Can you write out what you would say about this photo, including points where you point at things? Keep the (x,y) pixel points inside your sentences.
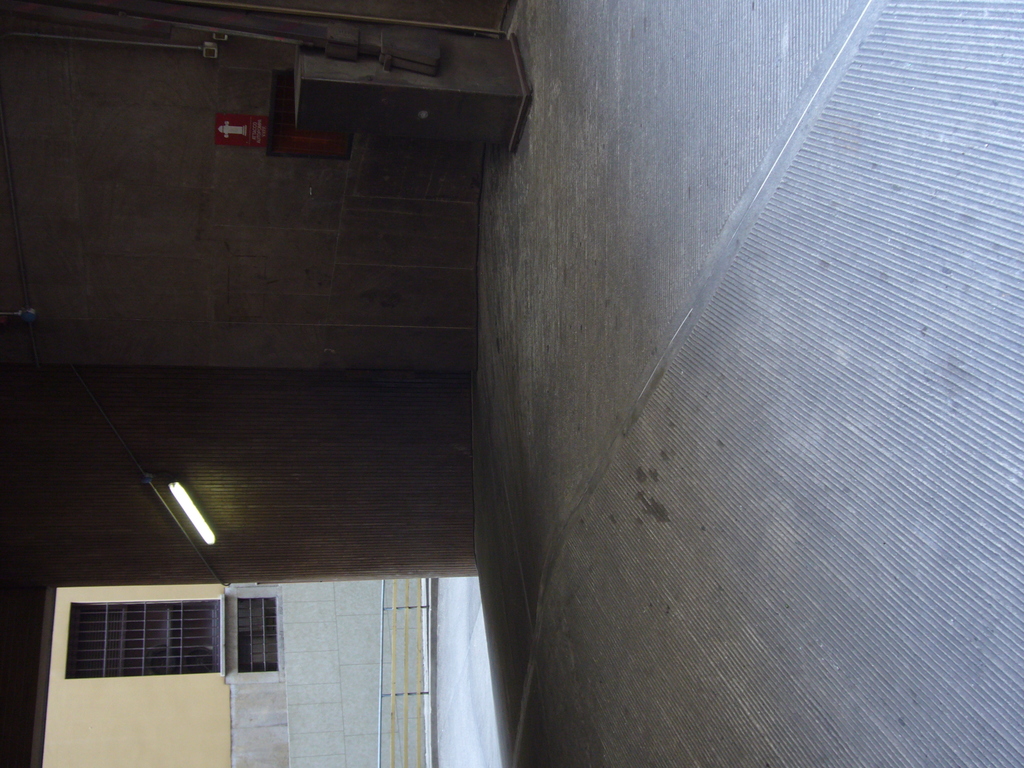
Right side of the image (904,346) floor (799,173) is there. Bottom of the image (284,626) one wall (310,668) is present. Top of the image (397,83) one box (342,98) is present and pipes (229,22) are attached to the wall (179,38). On wall (141,520) one light (178,502) is attached.
